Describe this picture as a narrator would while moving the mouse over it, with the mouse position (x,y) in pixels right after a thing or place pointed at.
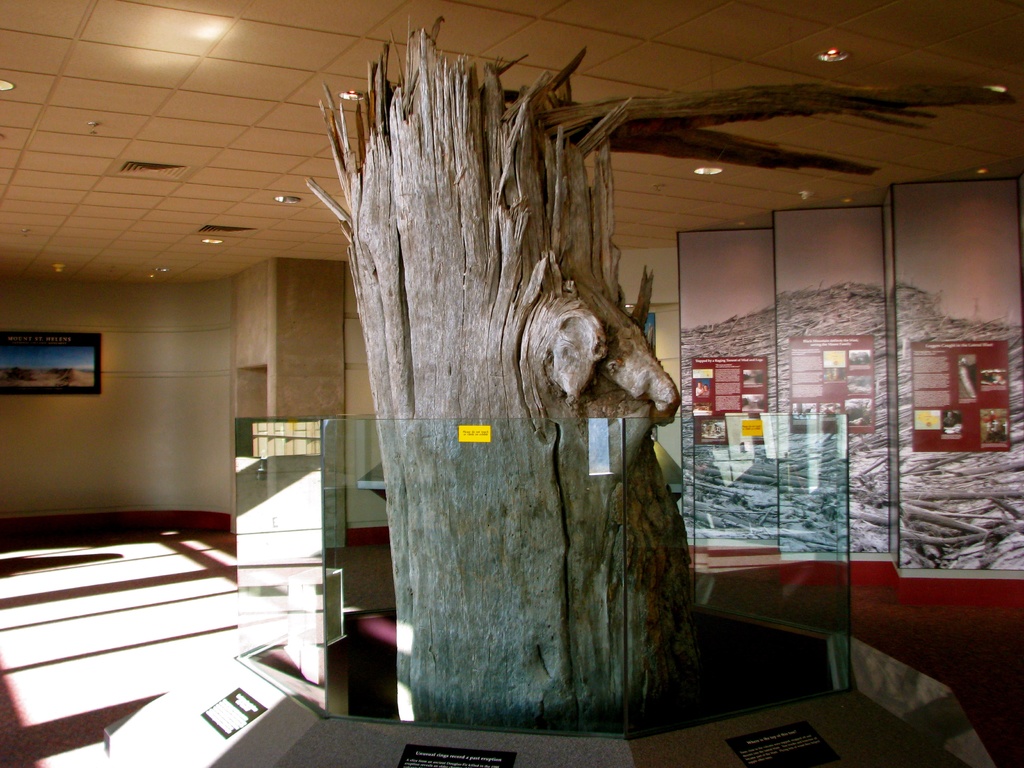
In this image we can see the tree trunk (536,391) inside the glass (607,560) and there are boards (731,302) attached to the wall (245,356). At the top (206,130) there is the ceiling (700,76) with lights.
